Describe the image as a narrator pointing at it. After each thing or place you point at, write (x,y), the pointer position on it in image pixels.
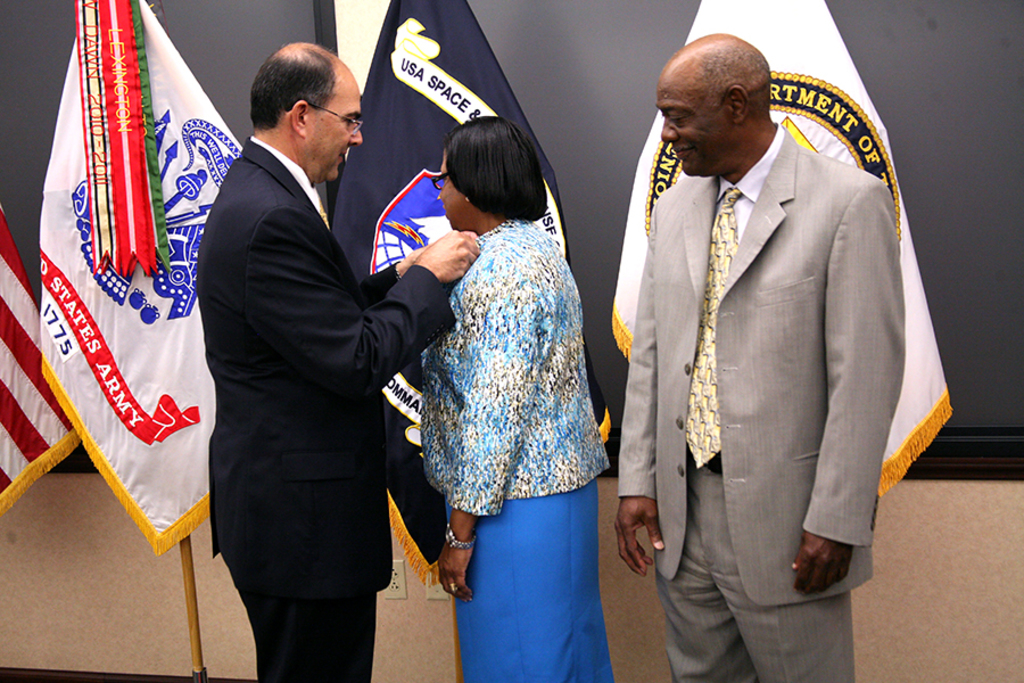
In this image I can see two men (726,261) and a woman (502,422) are standing. These men (719,391) are wearing suits (756,273). In the background (403,370) I can see flags (414,379).
